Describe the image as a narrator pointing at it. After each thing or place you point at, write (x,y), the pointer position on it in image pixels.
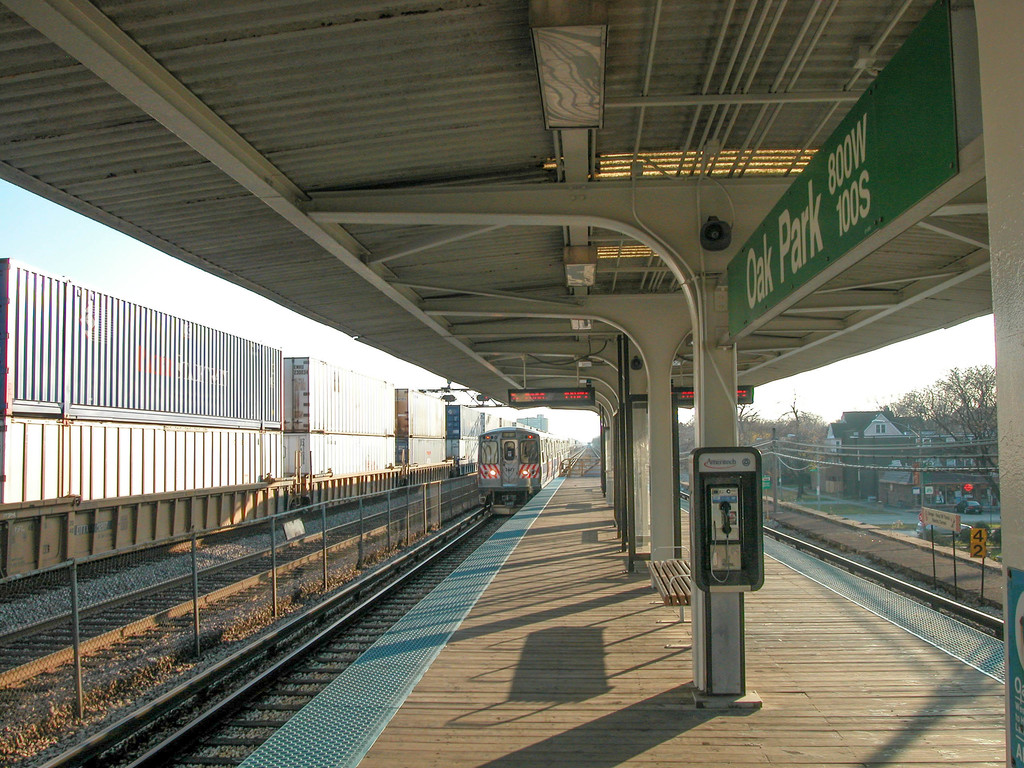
In this picture I can see there is a train (502,463) moving on the track (425,560) and there is a platform (362,682) here and on the right side (952,479) and I can see there are buildings (852,442) and trees (795,454) and the sky (401,381) is clear.
